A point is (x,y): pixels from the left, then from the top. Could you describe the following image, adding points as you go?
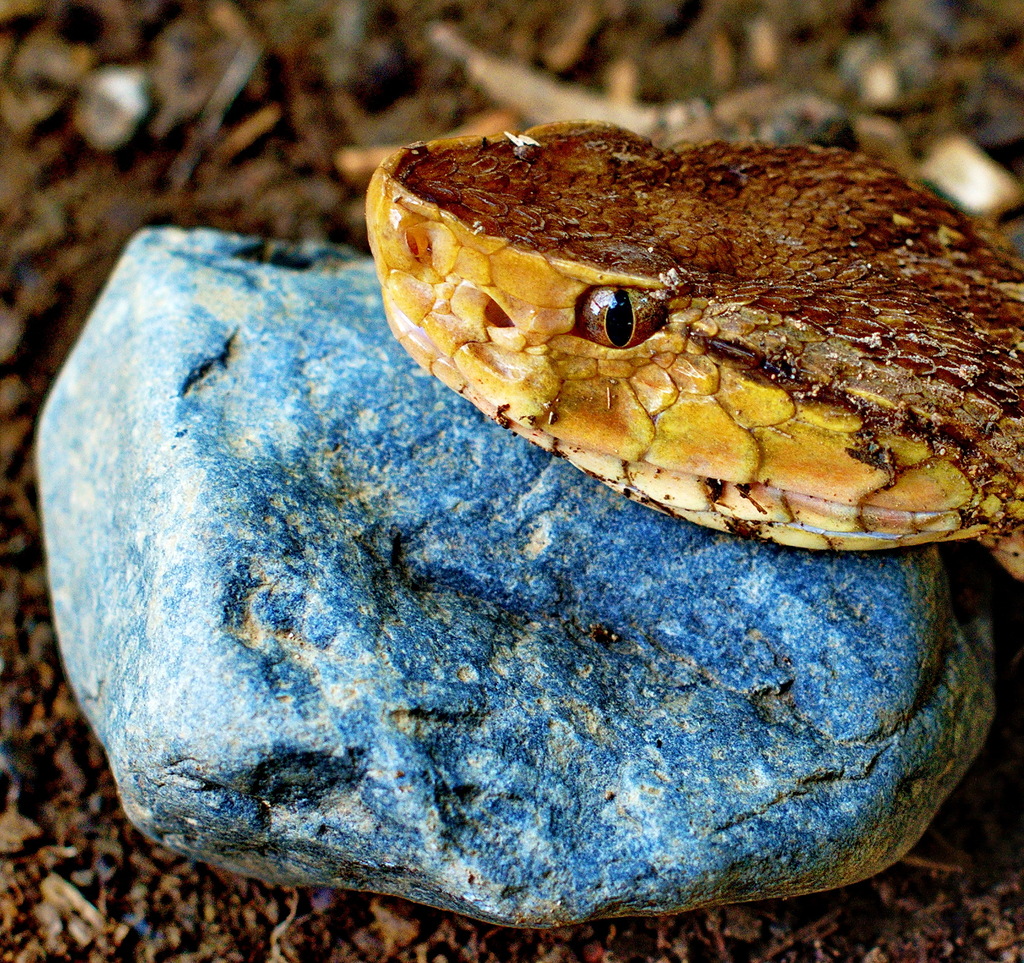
In this image a snake head (752,415) is visible. It is on a rock (372,623) which is on the land (264,76).
